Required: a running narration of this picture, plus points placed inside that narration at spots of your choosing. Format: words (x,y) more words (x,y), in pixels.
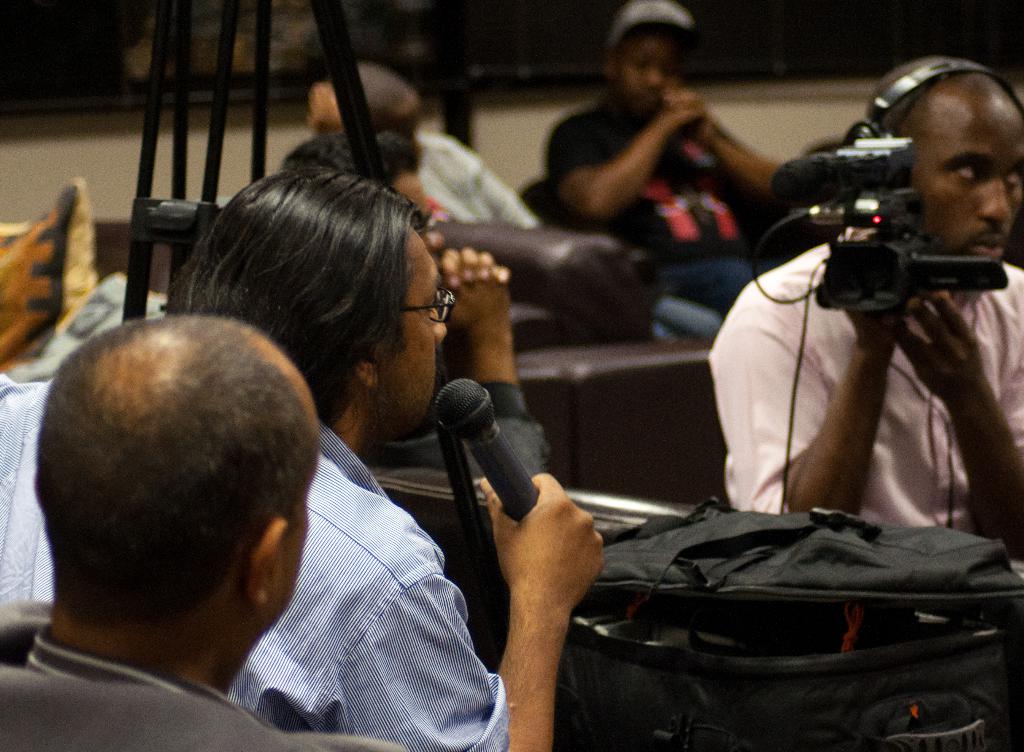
As we can see in the image there are few people (272,274) sitting on sofas (653,368). On the right side (931,225) there is a man (975,229) holding camera (878,233) and this person (391,414) is holding mic (487,440).
